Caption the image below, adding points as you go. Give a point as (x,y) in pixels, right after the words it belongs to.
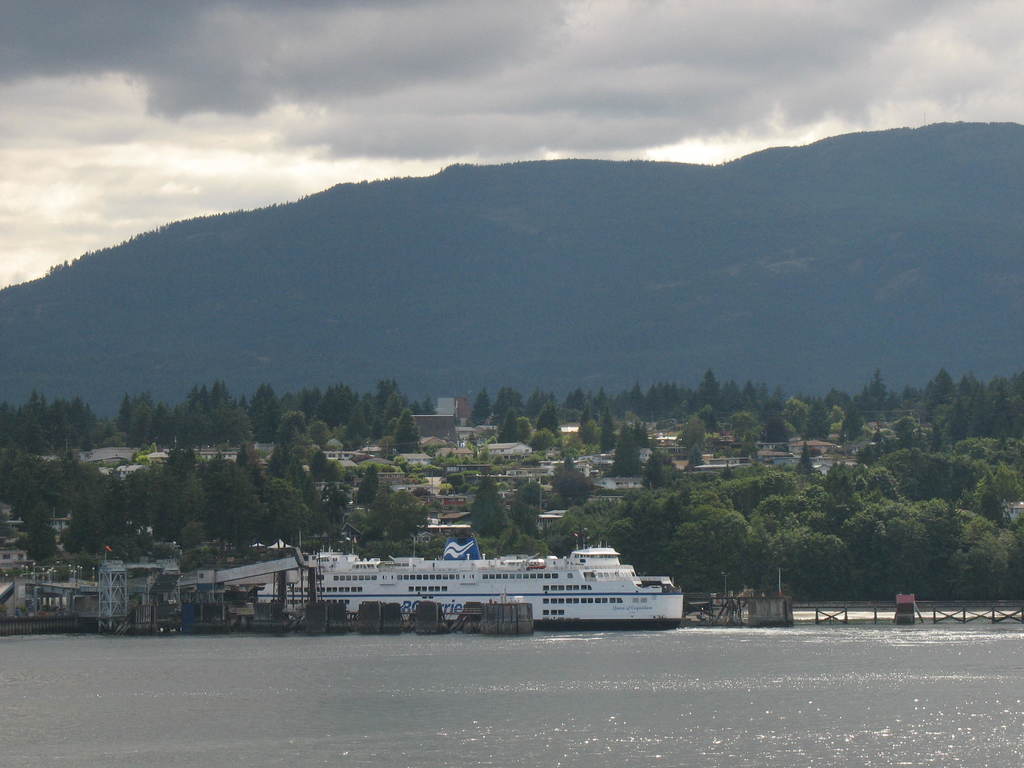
In this image at the bottom (494,698) there is a river (588,645), in that river (250,640) there is a boat (614,600) and in the center (501,483) there are some trees (742,510) and houses (468,485). In the background (355,263) there are some mountains (471,286), on the top of the image (178,143) there is sky (483,161).
